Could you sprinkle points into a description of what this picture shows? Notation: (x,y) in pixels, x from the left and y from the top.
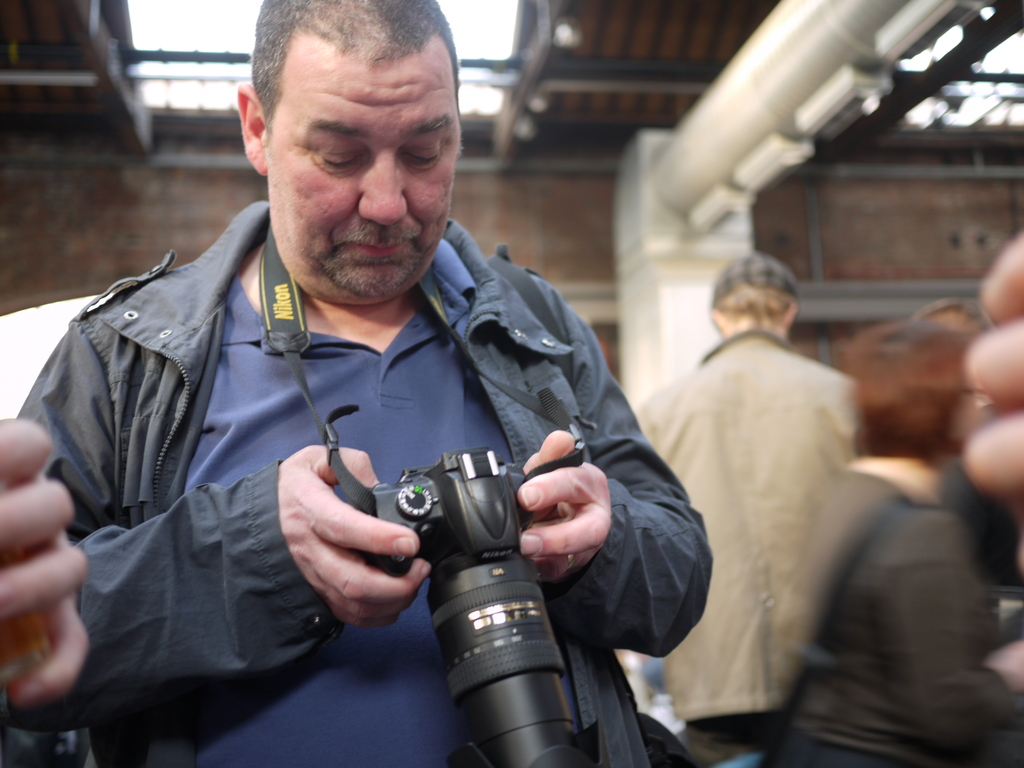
In this image there is a person (339,452) wearing blue color T-shirt (368,423) and black color jacket (586,374) holding a camera (449,545) in his hands (592,490) and at the right side of the image (816,475) there are persons (782,404) walking and at the background of the image (169,207) there is a wall (552,233).
